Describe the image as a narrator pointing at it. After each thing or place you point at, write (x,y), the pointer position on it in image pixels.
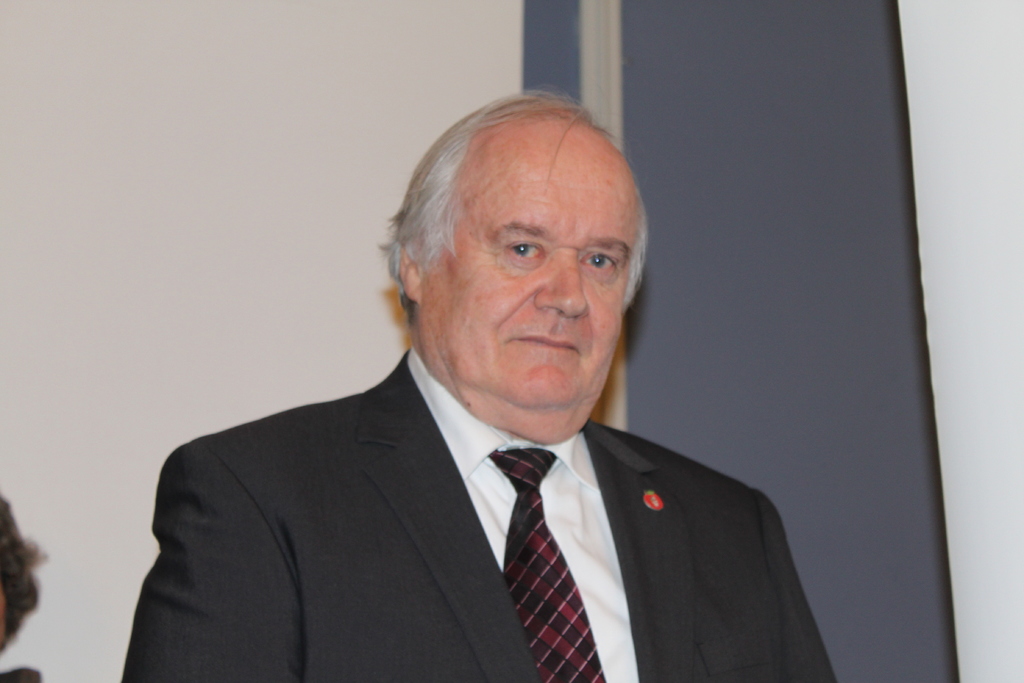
In the image there is a man (582,512) in the foreground (562,486), in the background of the man (662,569) there is a wall (289,30).
